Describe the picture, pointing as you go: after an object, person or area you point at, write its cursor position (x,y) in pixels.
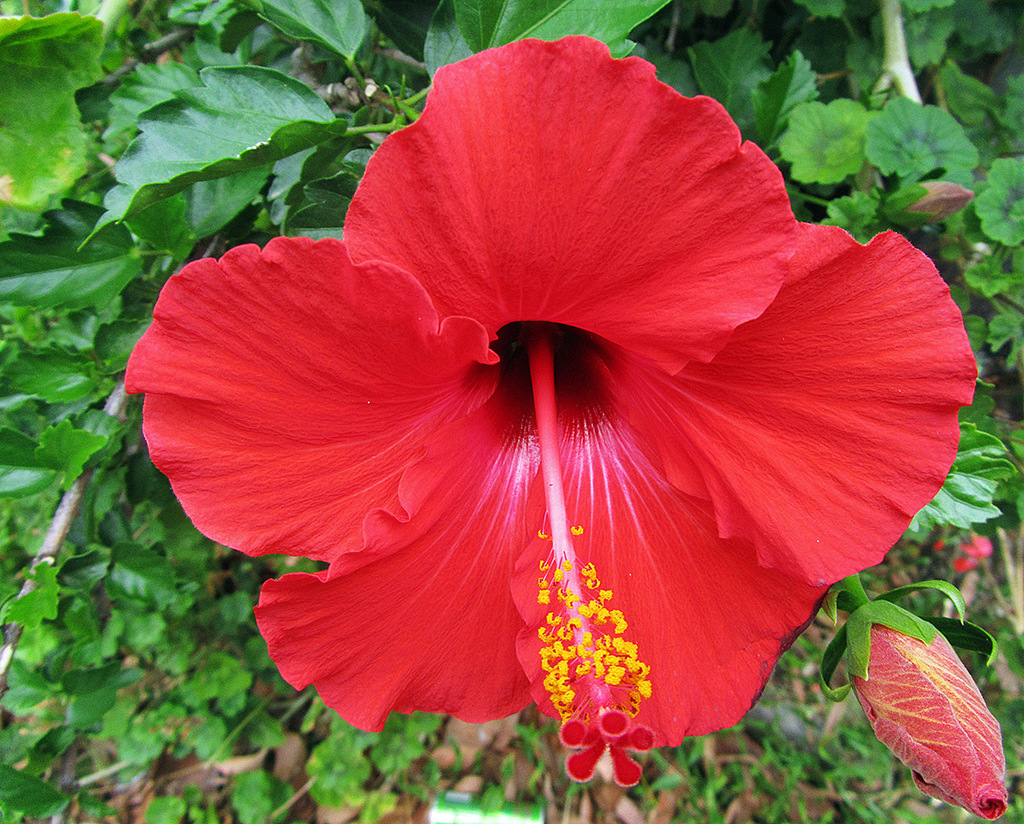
In this image we can see a few plants (834,559) with a red color hibiscus flower (834,540) and two buds (892,746). There is one object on the ground (463,785) in the bottom of the image (481,803), some dried leaves (740,809) on the ground (461,772) on the bottom of the image (687,777) and some plants (796,756) in the background (714,791).
